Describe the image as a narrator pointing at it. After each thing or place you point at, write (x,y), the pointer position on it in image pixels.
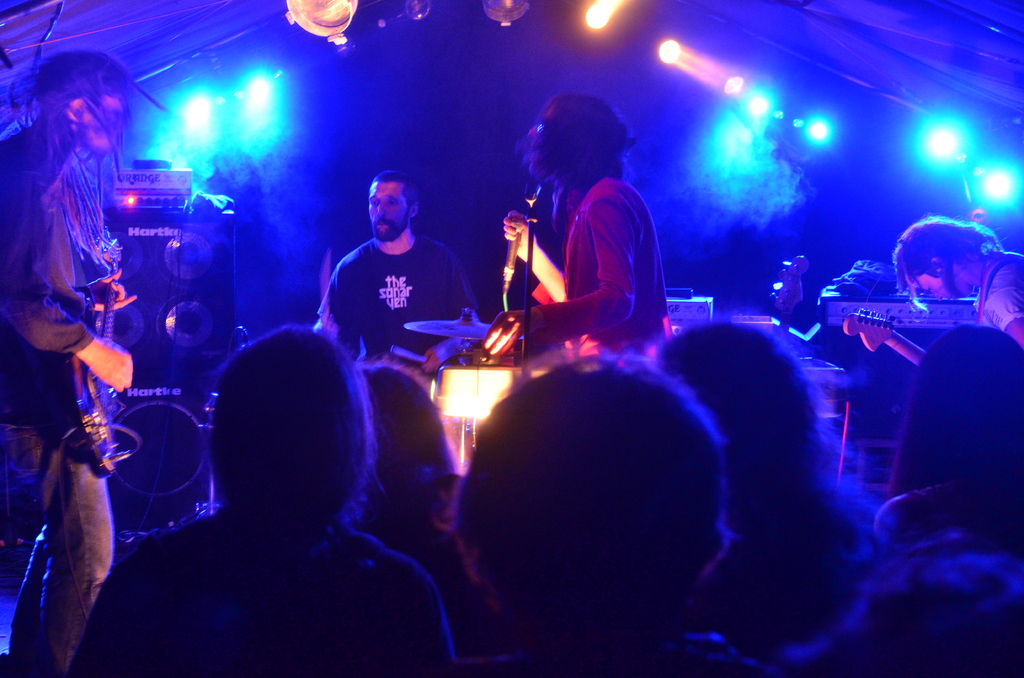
The image is from a concert. On the stage (577,218) there are four people (603,270), on the center of the image (604,251) a person (572,266) is singing. In the background (448,305) a person (421,281) is playing drums (471,343). On the left (106,310) a person (83,334) is playing guitar (91,415). On the right (951,283) another person (938,266) is playing guitar (863,331). In the foreground (539,366) in front of the stage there is crowd (548,474) listening to the songs. In the background (187,132) there are many lights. On the left side (159,451) in the background (195,304) there are speakers (166,462).
